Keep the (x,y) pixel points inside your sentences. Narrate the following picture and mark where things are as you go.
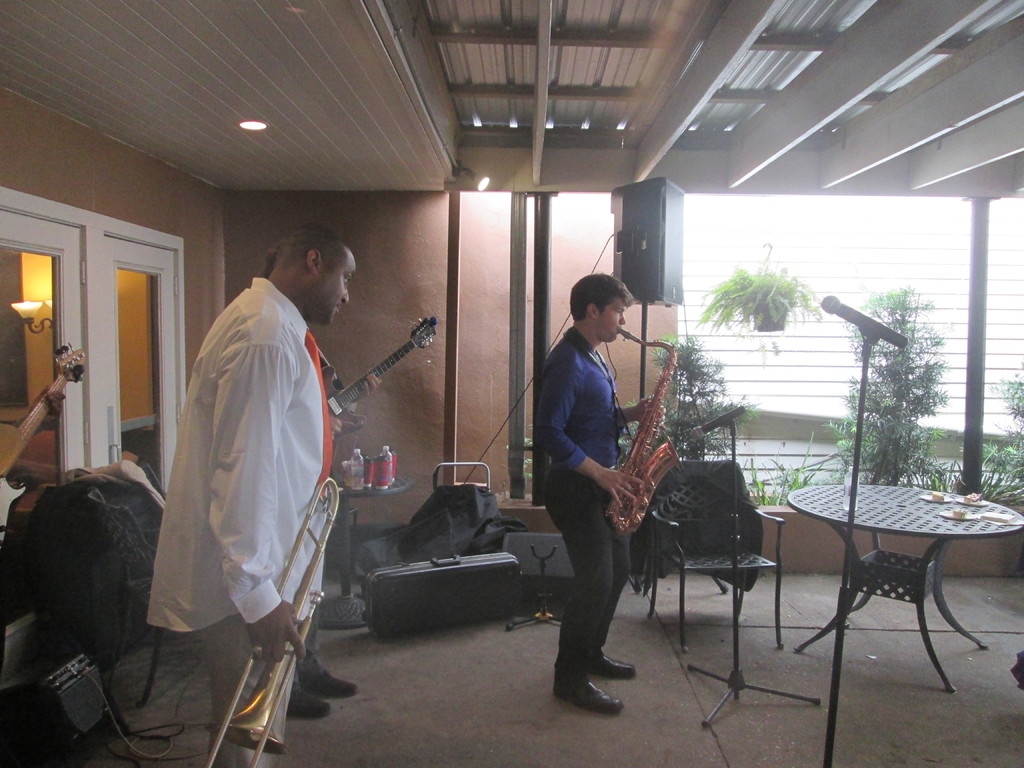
In this image, we can see people (341,277) and are holding musical instruments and we can see some stands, chairs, lights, some bottles (364,477) and there are clothes (756,534). In the background (910,353), there are trees (868,415). At the bottom (530,710), there is a floor (628,735) and at the top (609,35), there is a roof (541,45).
